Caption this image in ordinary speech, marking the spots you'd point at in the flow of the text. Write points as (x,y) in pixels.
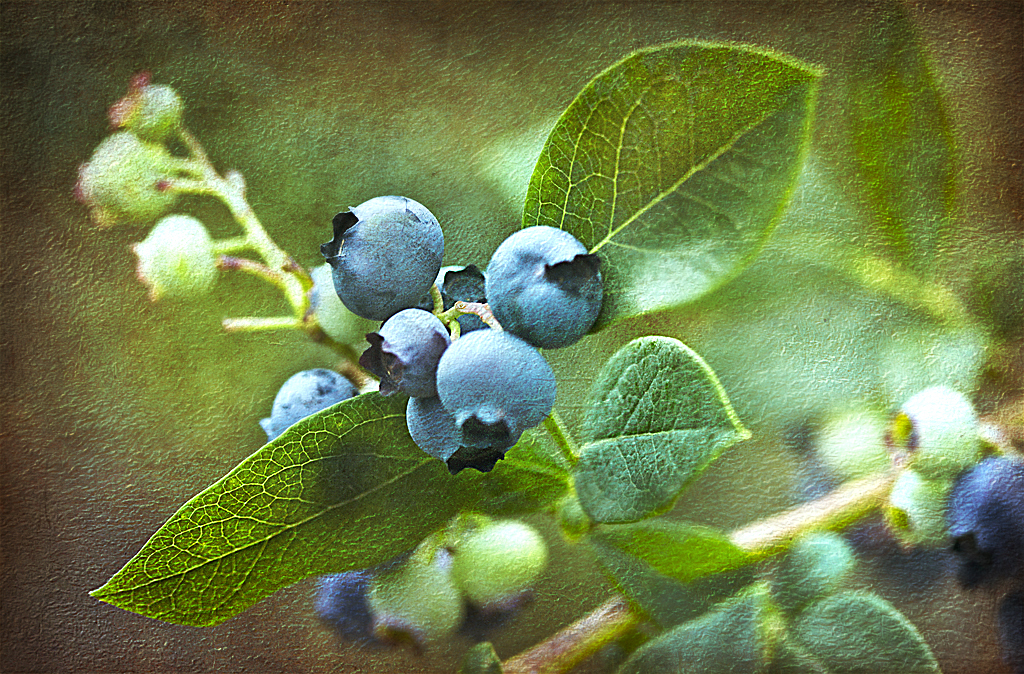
In this image we can see the buds (432,363), leaves (376,552) and also the stems (577,452). The background (92,444) is not clear.
